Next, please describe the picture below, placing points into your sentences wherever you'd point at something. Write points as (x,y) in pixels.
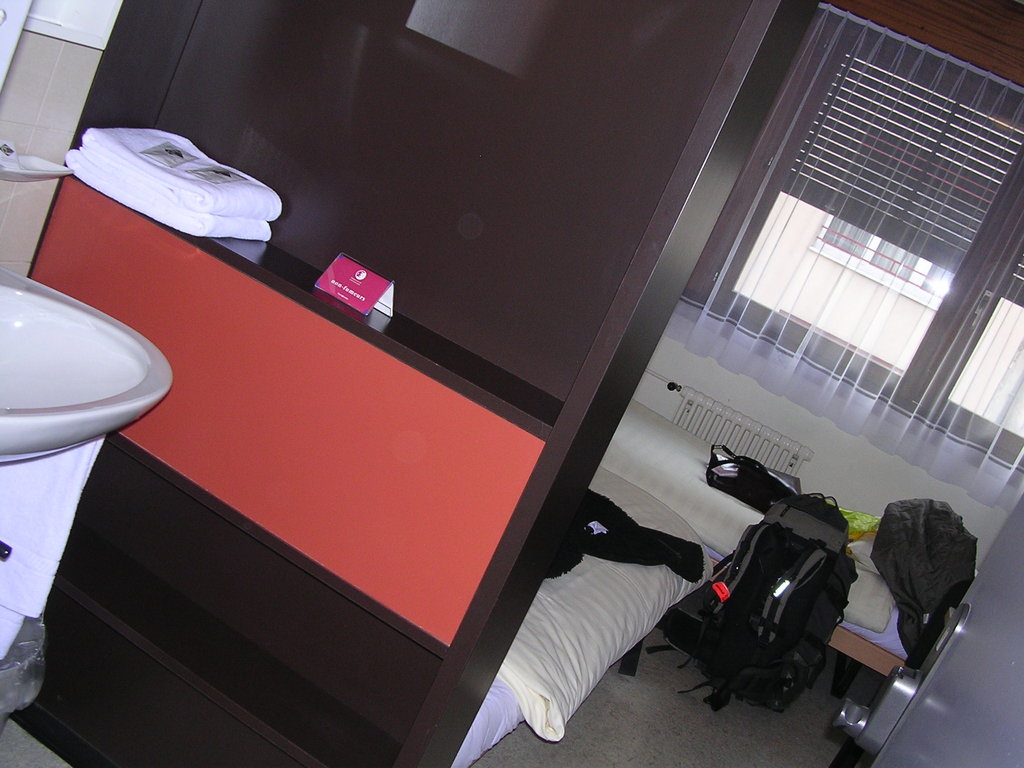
In this image we can see some folded towels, a board (390,303) with some text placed on a table (450,469). We can also see a sink (71,431). On the right side (688,574) we can see some objects (658,540) on the bed (580,589), some bags (784,661) on the floor (797,699), a window (982,403) with a curtain (936,392) and a lock (956,630).
